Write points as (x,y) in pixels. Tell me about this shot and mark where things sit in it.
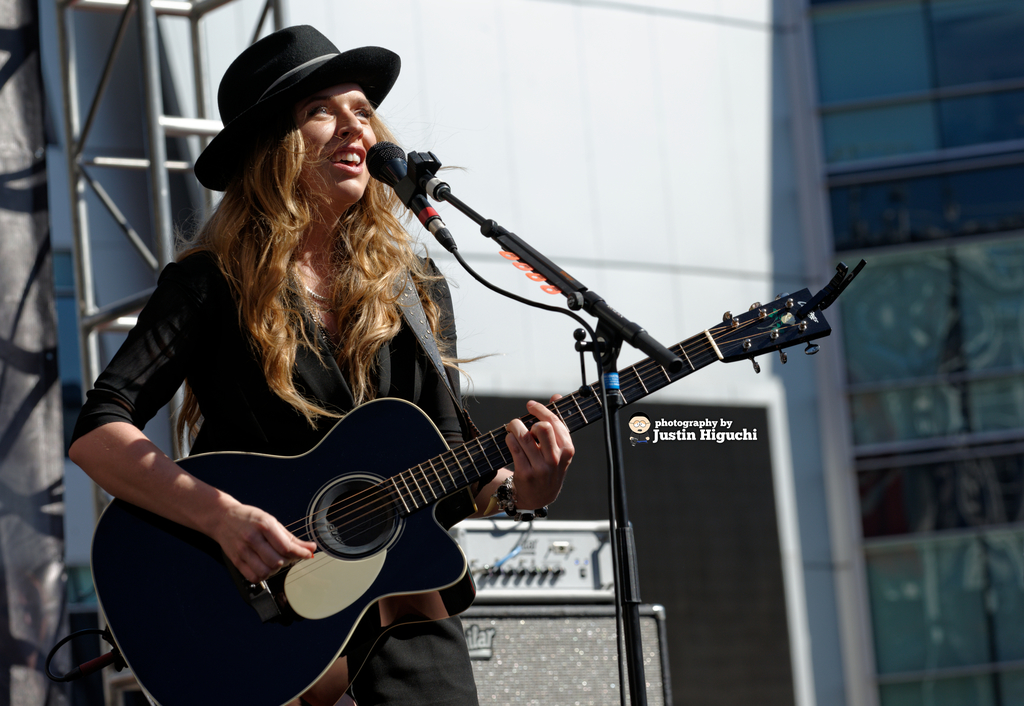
This person (250,251) standing and playing guitar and singing and wear hat (267,83). There is a microphone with stand (624,610). On the background (716,80) we can see wall (523,9), glass window (900,97), electrical object (524,665) and rod (104,88).
